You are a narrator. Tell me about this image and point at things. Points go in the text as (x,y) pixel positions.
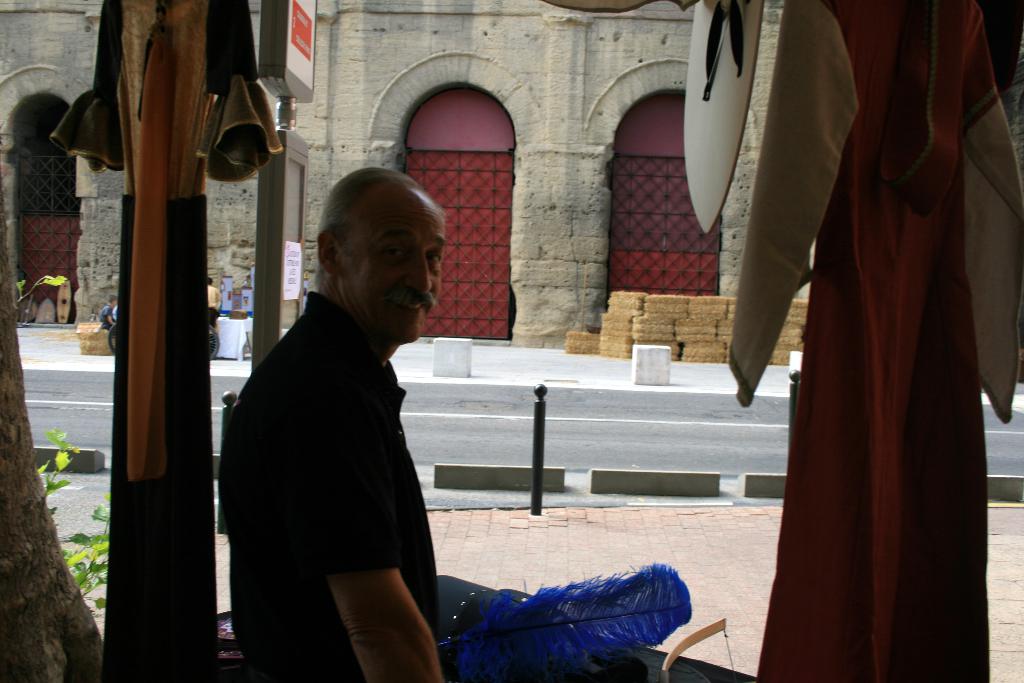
In the image there is a man (361,418) he is wearing black shirt (324,536). There are two clothes (179,269) on the either side of the man (431,646), there is blue color feather like object (610,606) in front of him. In the background (9,128) there is a building (683,288), there are some objects (648,307) kept in front of the building (544,248).
